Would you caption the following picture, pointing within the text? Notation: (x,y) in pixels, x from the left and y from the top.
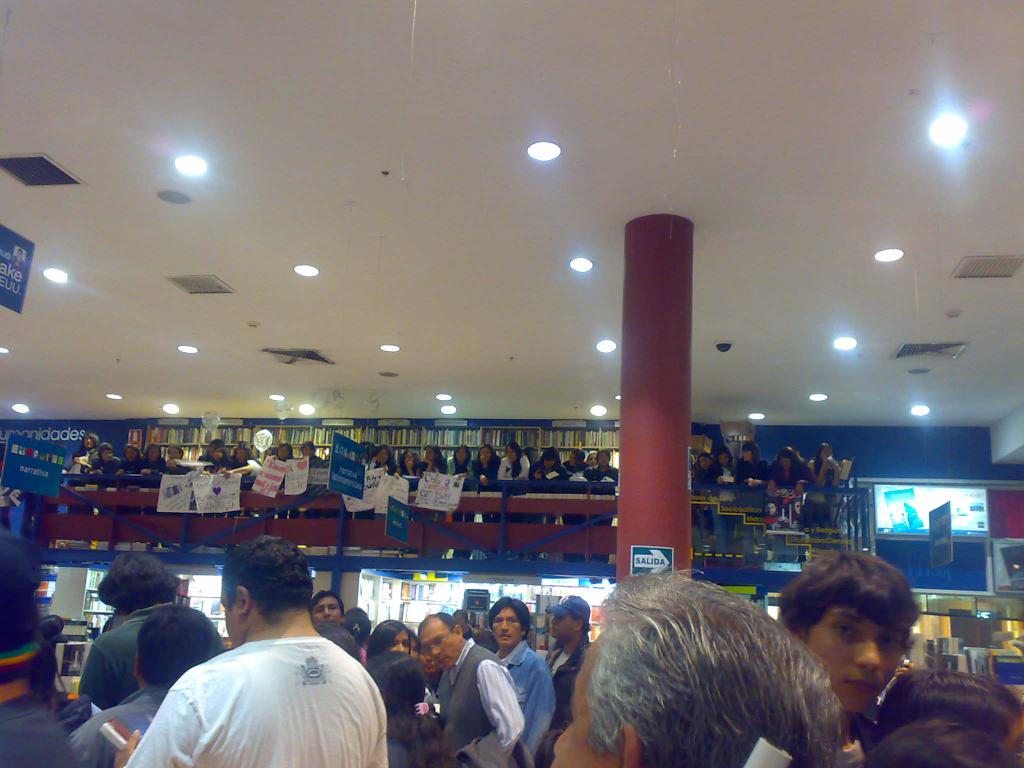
In this image there are people (577,641). The people (480,480) standing on the top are holding boards (208,477). There is a pillar (689,543). At the top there are lights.
